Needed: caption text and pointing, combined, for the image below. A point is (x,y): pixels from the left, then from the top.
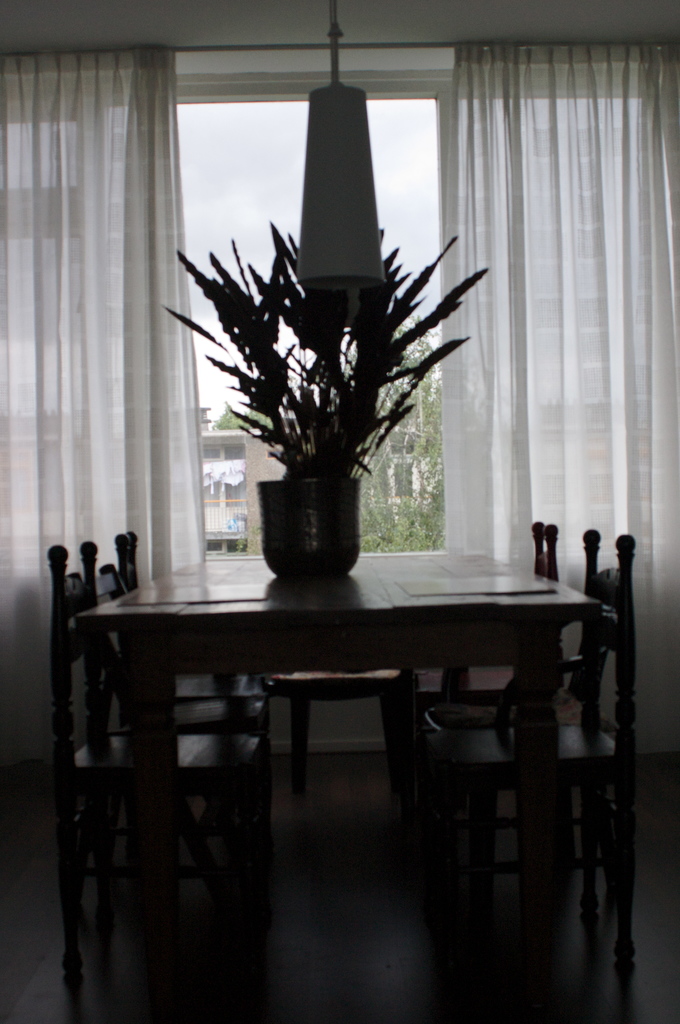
In this image I can see a flower (361,398) and a flower vase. here I can see a table (365,574) and number of chairs (621,564). In the background (581,245) I can see curtains (36,414) on window (249,203).
